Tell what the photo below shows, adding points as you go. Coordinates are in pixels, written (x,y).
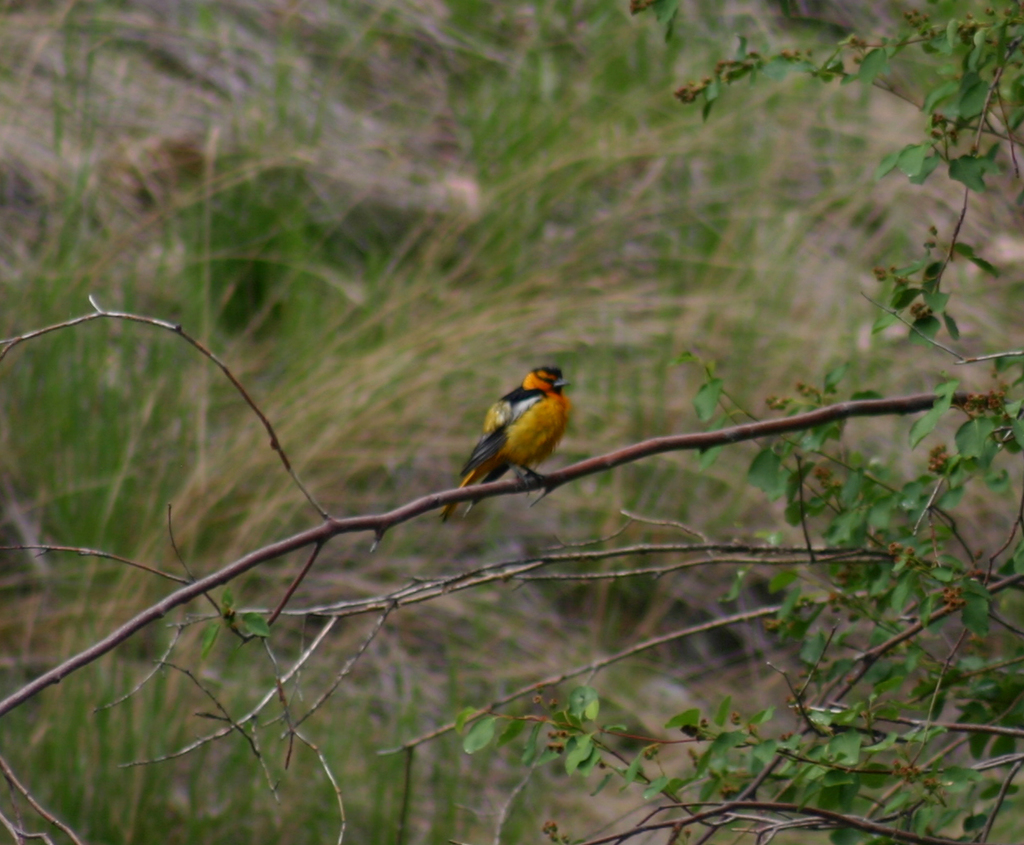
In this image we can see a bird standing on the branch (449,499). In the background (482,431) we can see grass (316,286).
